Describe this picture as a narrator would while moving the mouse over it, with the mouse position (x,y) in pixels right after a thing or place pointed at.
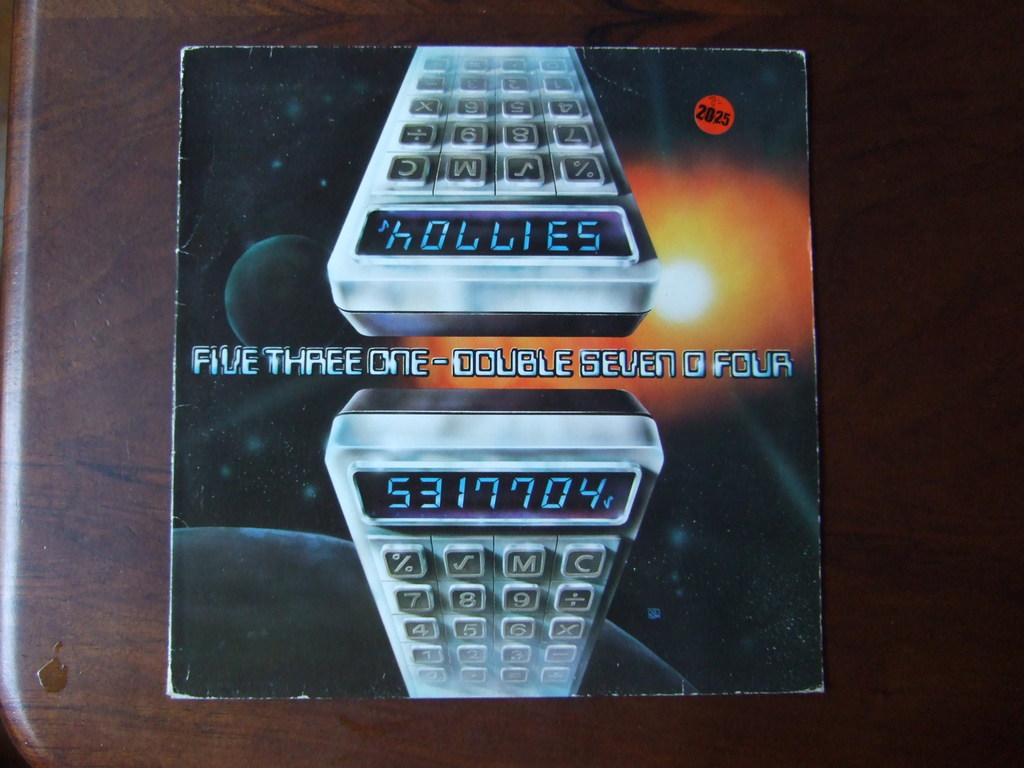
In this picture there is a box (412,241) on the table (4,667). On the box (470,309) there is a picture of device (453,463) and there is a text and there is a picture of solar system (329,248) on the box (651,239).
